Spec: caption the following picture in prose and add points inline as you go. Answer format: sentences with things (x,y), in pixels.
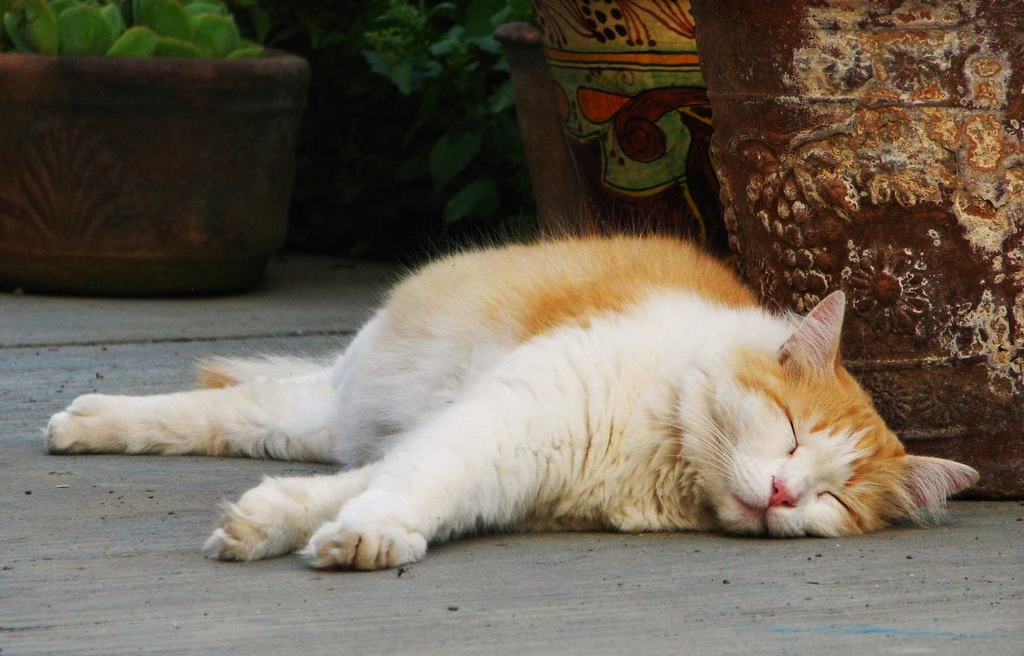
In this picture we can see a cat (249,410) lying on the ground (533,604), pots (6,92) and in the background (501,196) we can see a house plant (72,29).
